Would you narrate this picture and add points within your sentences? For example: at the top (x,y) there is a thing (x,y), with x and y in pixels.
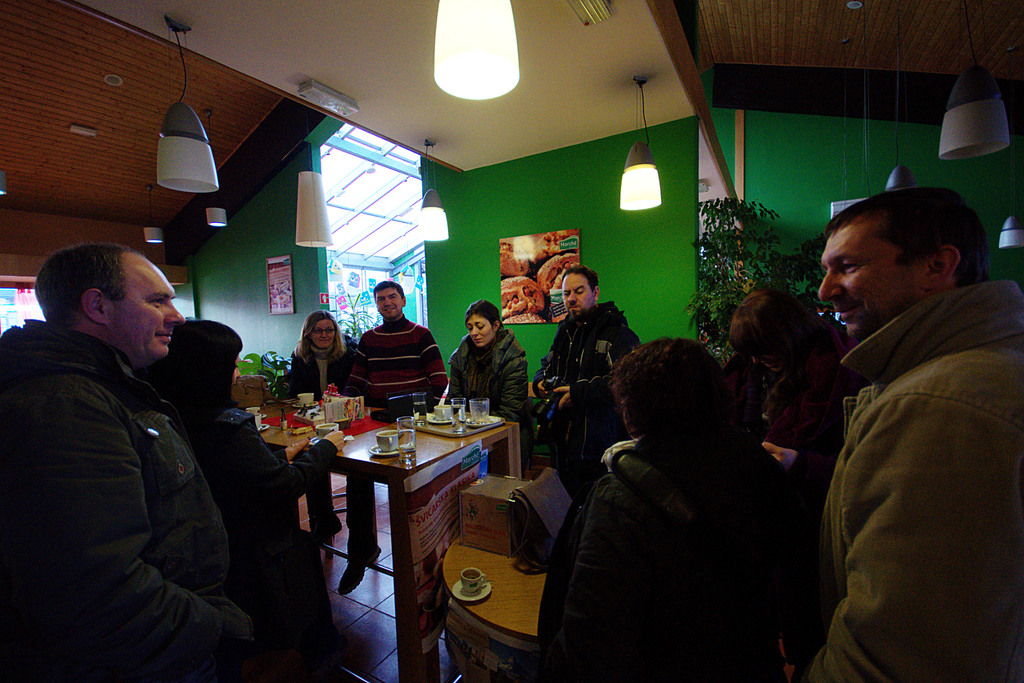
In this image, there are many people (883,388). This image is clicked inside the room (182,308). To the right (908,477), the man (828,513) wearing green jacket (879,541) is smiling. To the left (148,518), the man (146,523) wearing black jacket (39,511) is standing. In the background (276,253), there is a wall (697,235) in green color. At the top (662,86) there is a slab (147,141) on which lights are hanged. In the middle (428,439), there is a table (434,447) on which glasses (410,442), plates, and food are kept.
